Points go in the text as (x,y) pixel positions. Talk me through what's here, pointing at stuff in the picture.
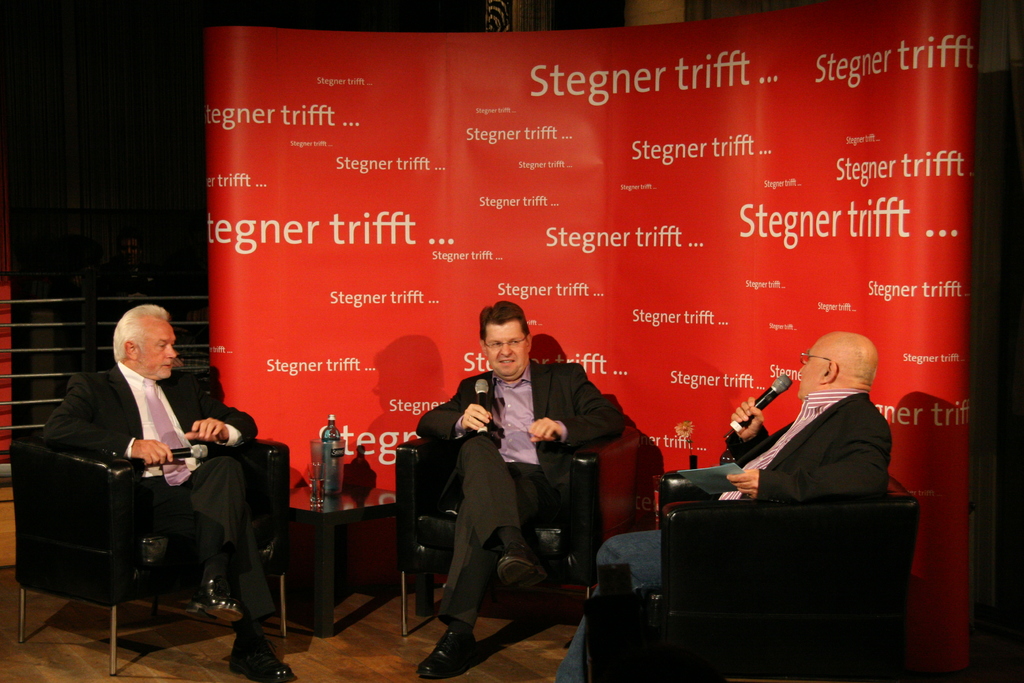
In this image we can see three men (461,389) sitting on the chairs (594,482) holding the mikes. We can also see a table (322,596) beside them containing a bottle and a glass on it. On the backside (594,366) we can see a board (398,434) with some text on it and a metal fence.
